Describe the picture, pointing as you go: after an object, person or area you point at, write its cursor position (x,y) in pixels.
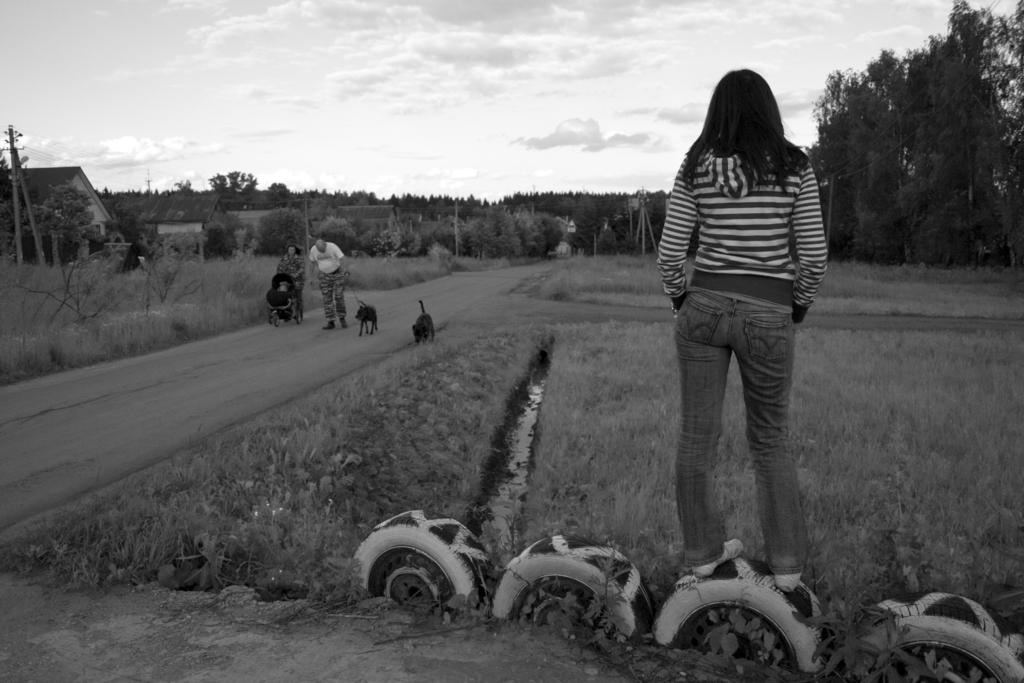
In this picture I can observe three members (282,264) and two dogs (362,320) on the road (210,365). On the right side (721,307) there is a woman (780,201) standing on the wheel (731,602). In the background (208,204) there are houses (63,181) and trees (224,227). I can observe sky (372,88) with some clouds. This is a black and white image.
